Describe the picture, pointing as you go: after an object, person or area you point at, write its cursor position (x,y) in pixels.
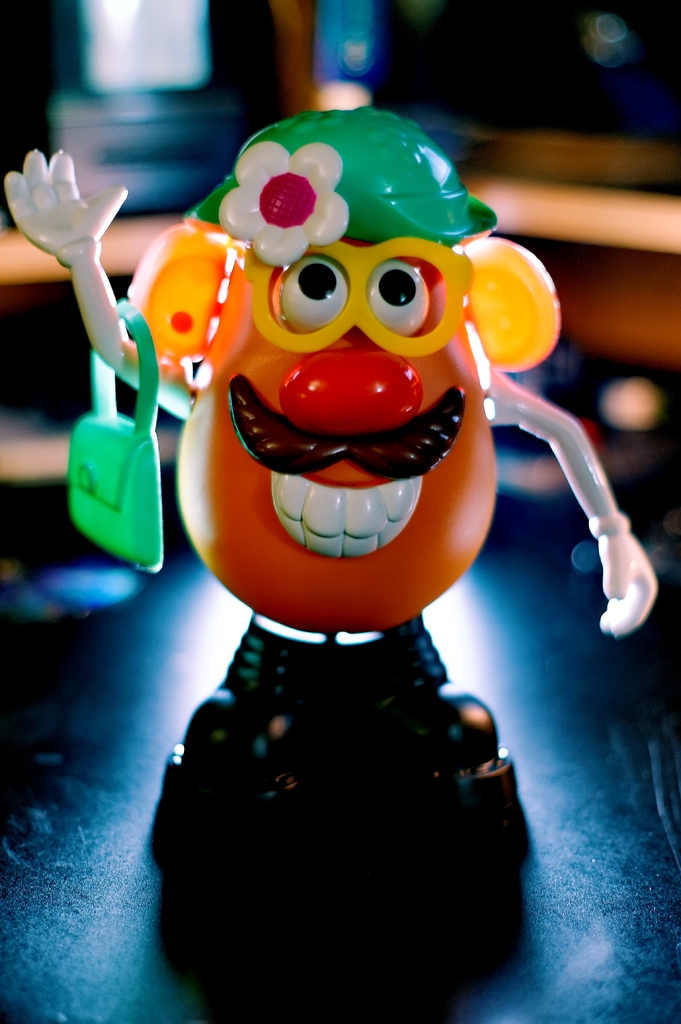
In this image there is a small toy (333,585) in the middle (368,610). In the background (168,77) it is blur. The toy (211,443) is holding the hand bag (99,432) and wearing the spectacles (368,327).
